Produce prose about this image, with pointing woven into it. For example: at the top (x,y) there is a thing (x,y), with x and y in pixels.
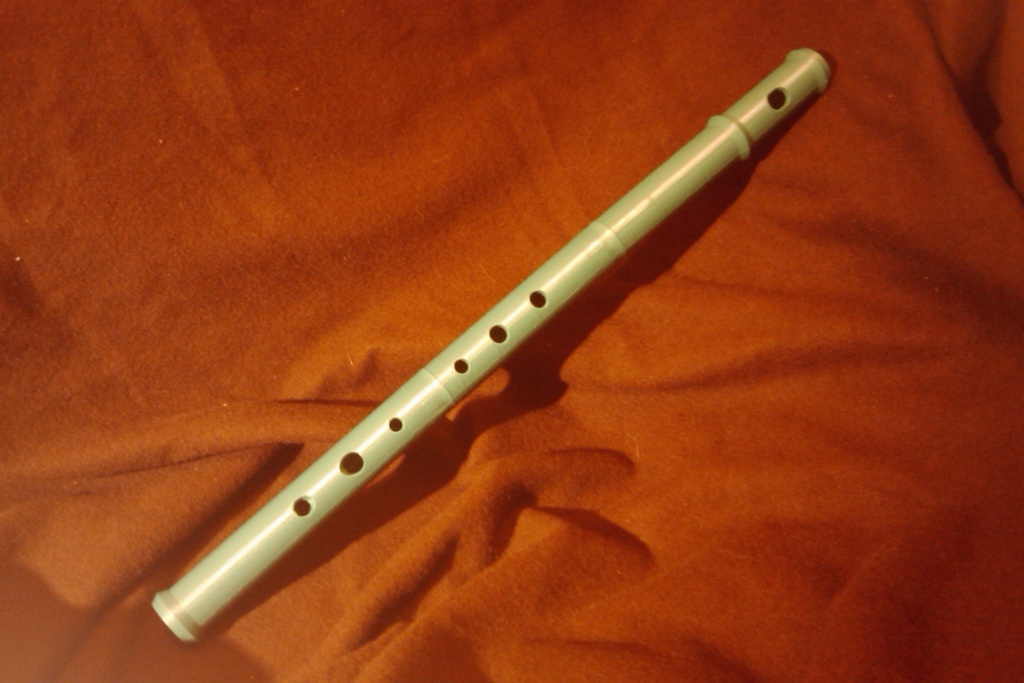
In the center of the image (466,353), we can see a flute (661,187) on the cloth (455,454).
